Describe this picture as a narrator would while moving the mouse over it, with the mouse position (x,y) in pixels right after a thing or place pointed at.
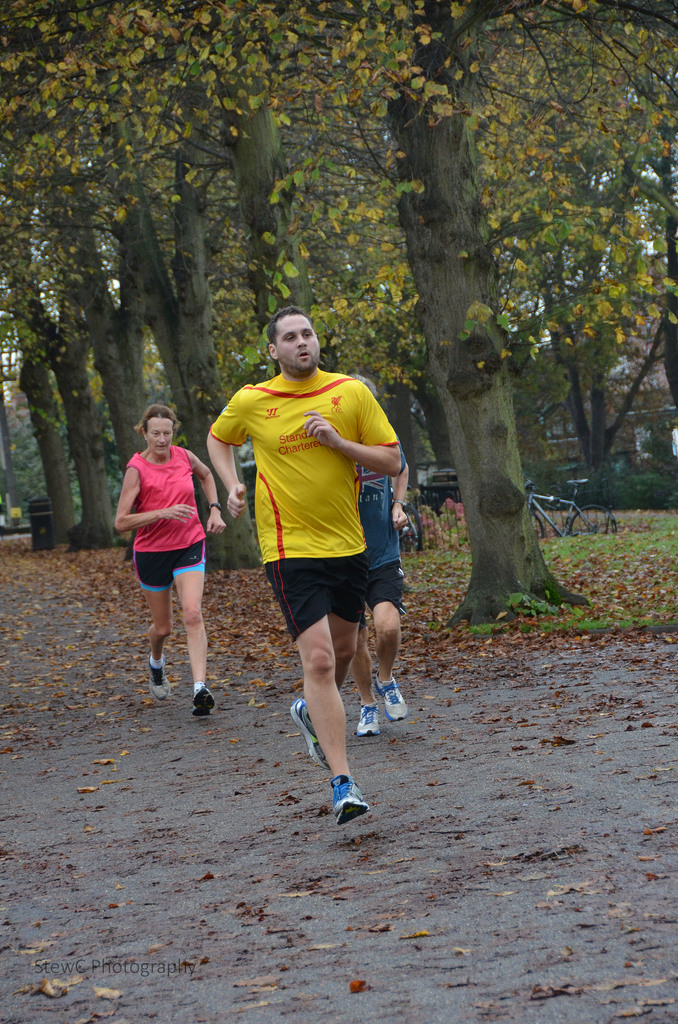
In this image I can see few people (120,526) running on a path (86,610). In the background (169,238) I can see number of trees (180,212), a bicycle (534,494).
